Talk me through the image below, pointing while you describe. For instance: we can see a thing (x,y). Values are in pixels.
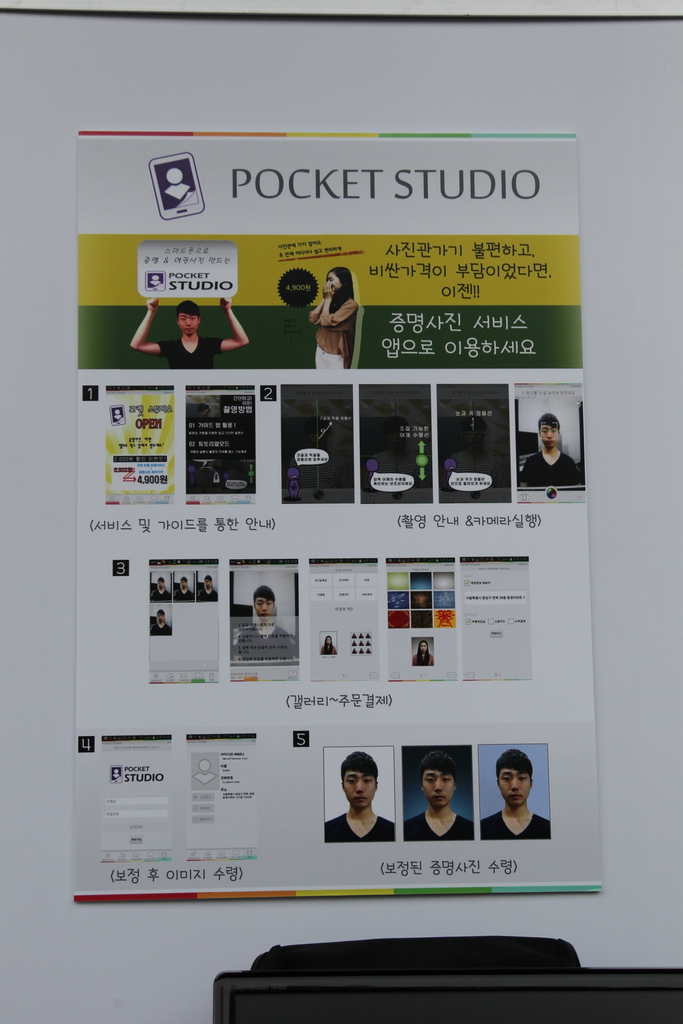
In this picture we can observe a paper (443,850). There is an advertisement (212,347) on this paper (217,364). We can observe yellow, green and black colors. There are some passport sized photos (423,774) on this paper (167,516). This paper (189,698) was stuck to the white color board (71,456).
